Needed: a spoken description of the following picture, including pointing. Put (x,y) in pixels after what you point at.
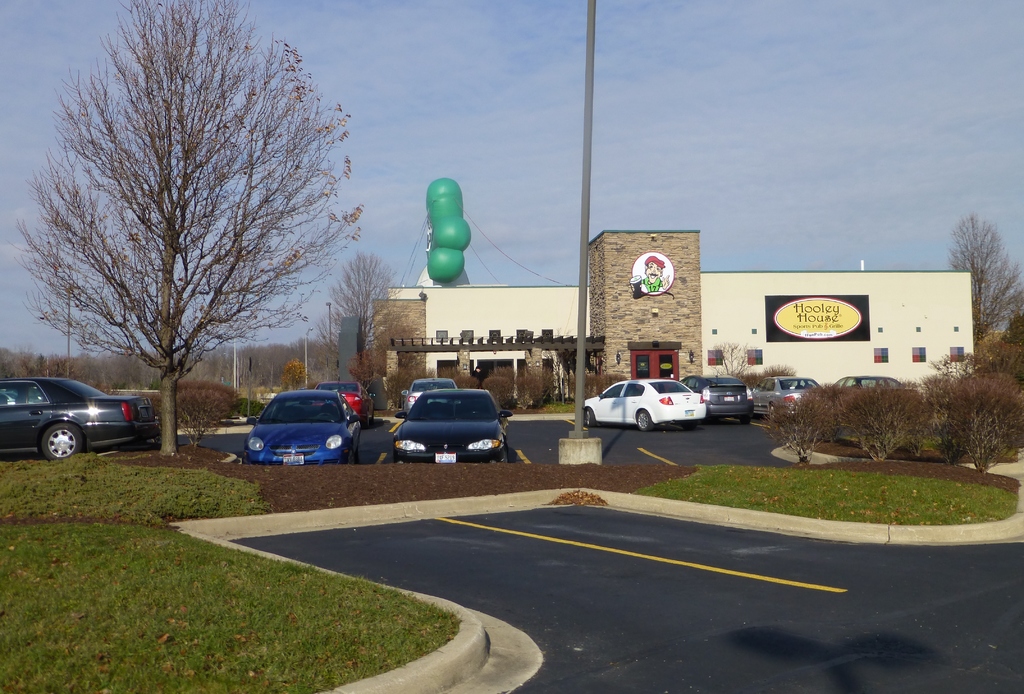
This picture is clicked outside. In the foreground (123,505) we can see the plants (941,417), grass (671,490) and trees (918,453). In the center (676,388) we can see the group of vehicles (427,425), pole (584,385), building (575,335). In the background (501,18) there is a sky (544,126) and we can see the trees (359,295) and poles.
